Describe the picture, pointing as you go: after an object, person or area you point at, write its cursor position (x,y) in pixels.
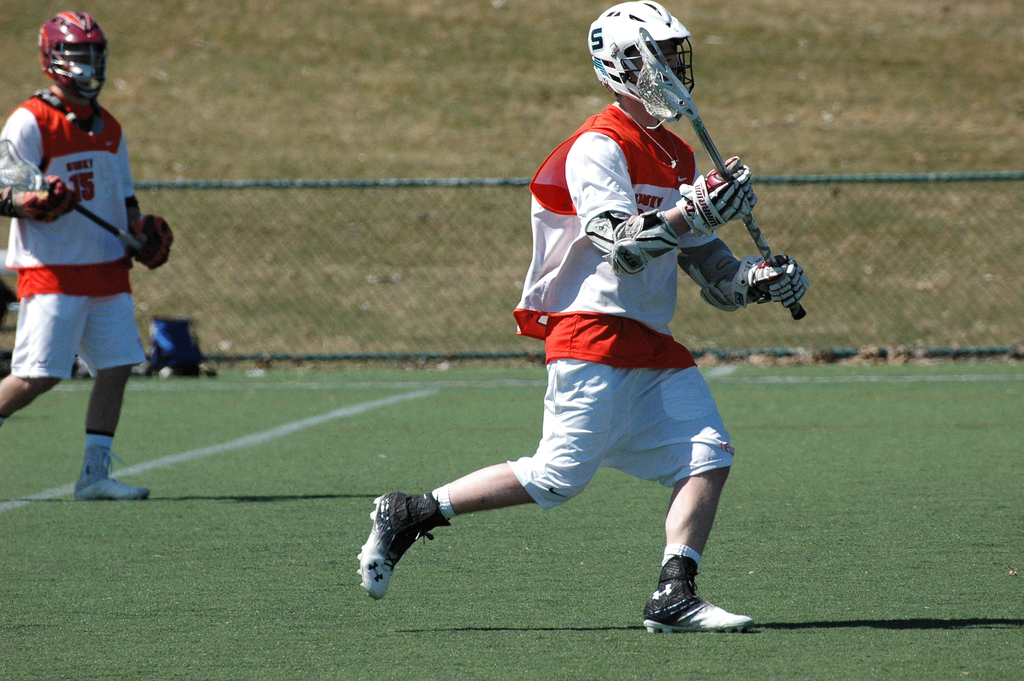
In this image there are two people (646,195) who are wearing helmets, and they are holding some sticks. At the bottom (404,568) there is grass (825,441) and in the center of the image (474,245) there is net (357,241), and in the background (355,3) there is grass (871,210).
